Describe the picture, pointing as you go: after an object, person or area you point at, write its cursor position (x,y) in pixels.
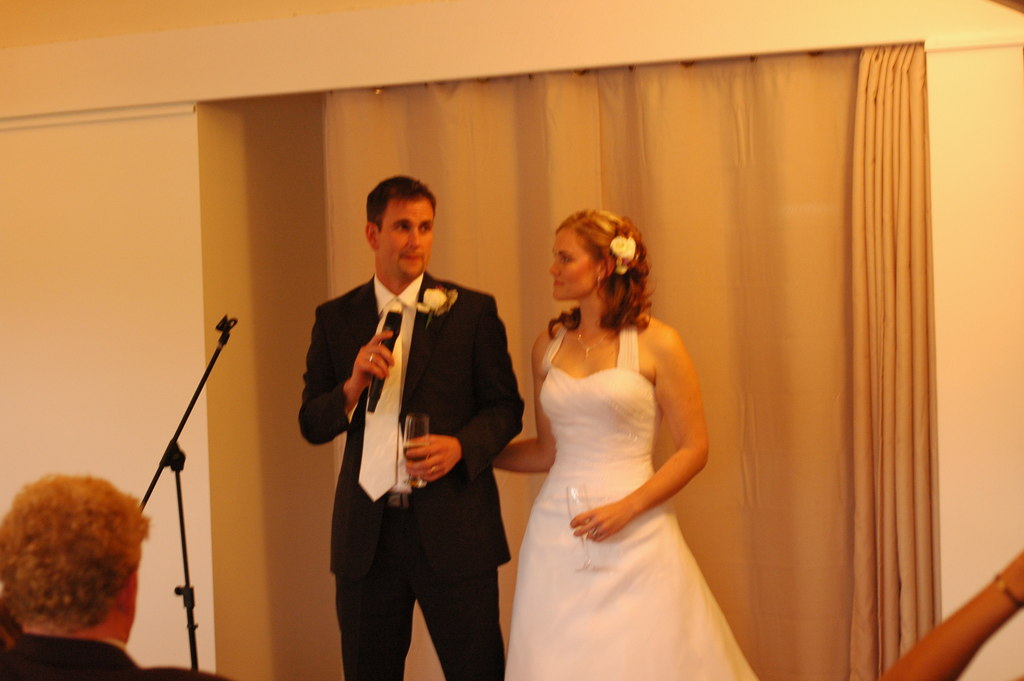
There is a man (429,483) holding a wine glass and a mike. There is woman (570,479) holding wine glass (576,490) and wearing a white dress (620,457). There is a man (91,585) sitting here. This is a mike stand (176,458). At background (731,370) I can see a curtain (849,387).
